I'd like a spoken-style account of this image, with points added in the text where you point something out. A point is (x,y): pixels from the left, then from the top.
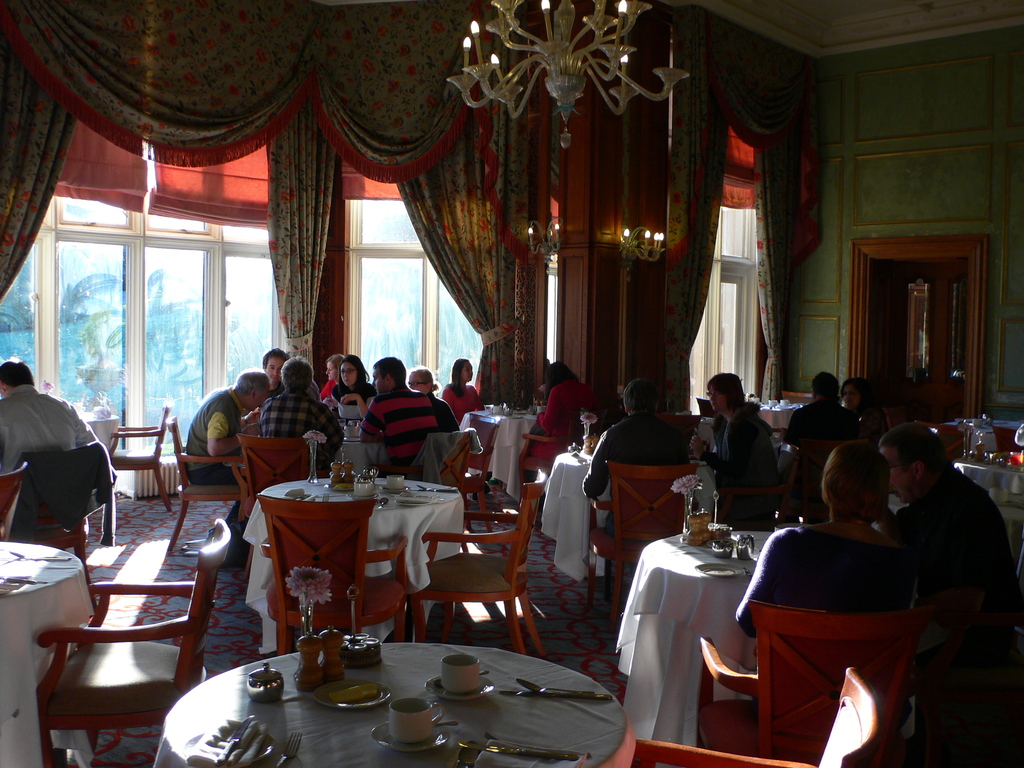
Group of people (29,440) sitting on the chairs (789,755). We can see cups (421,734), saucers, spoons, flowers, jars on the tables (287,674). On the background (821,198) we can see wall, glass window (387,322), curtains (308,166). On the top (593,20) we can see lights (569,48).
